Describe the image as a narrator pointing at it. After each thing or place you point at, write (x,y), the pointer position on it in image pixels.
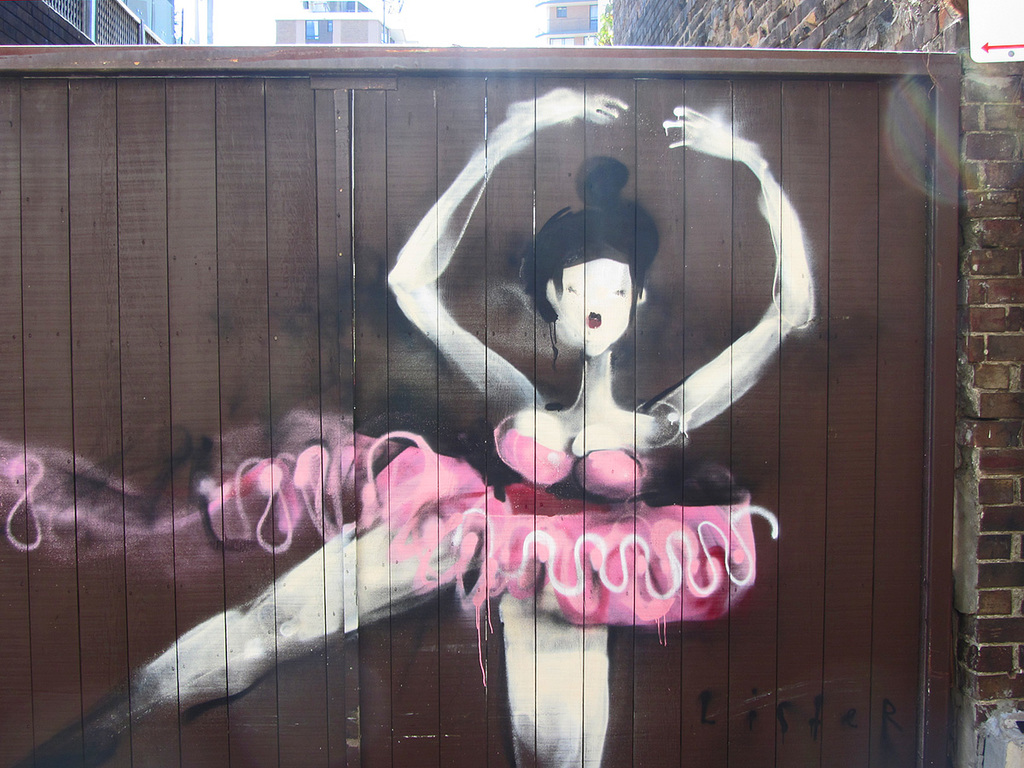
In this image we can see graffiti painting (540,390) on the wooden wall (343,518). There is a brick wall (1021,524) on the right side of the image (960,170). At the top of the image (342,32), there are buildings (27,23).
